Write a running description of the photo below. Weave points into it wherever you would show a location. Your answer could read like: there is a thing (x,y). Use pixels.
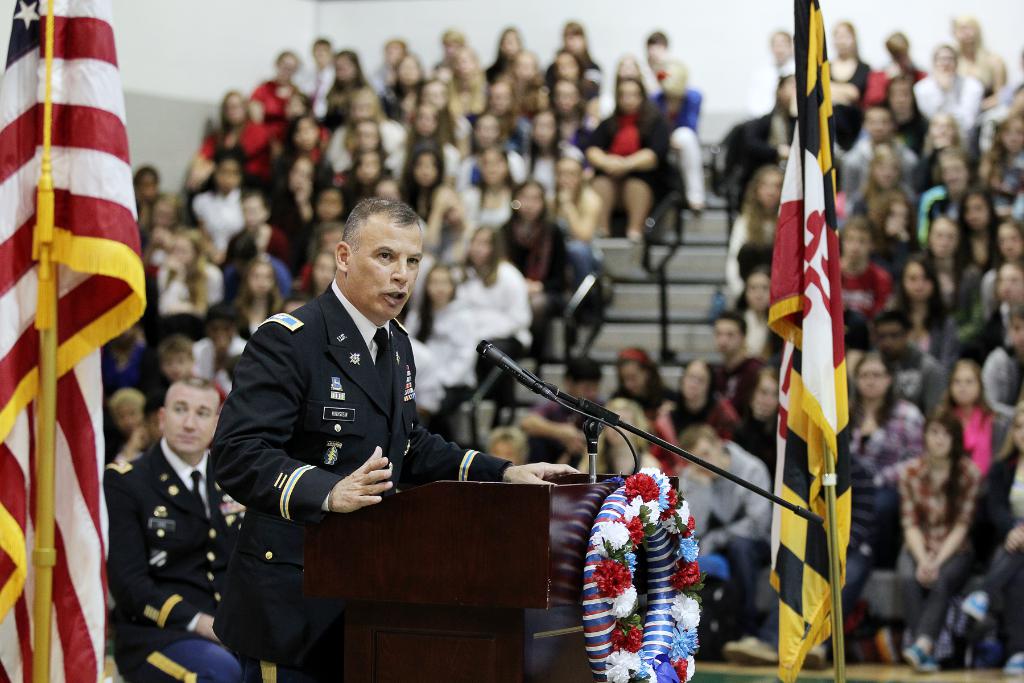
In this picture we can see few flags (136,320) and group of people (497,228), few are seated and a man (399,413) is standing in front of microphone (759,493), in the background (664,297) we can see few metal rods (664,297), and also we can find few flowers (607,541).
